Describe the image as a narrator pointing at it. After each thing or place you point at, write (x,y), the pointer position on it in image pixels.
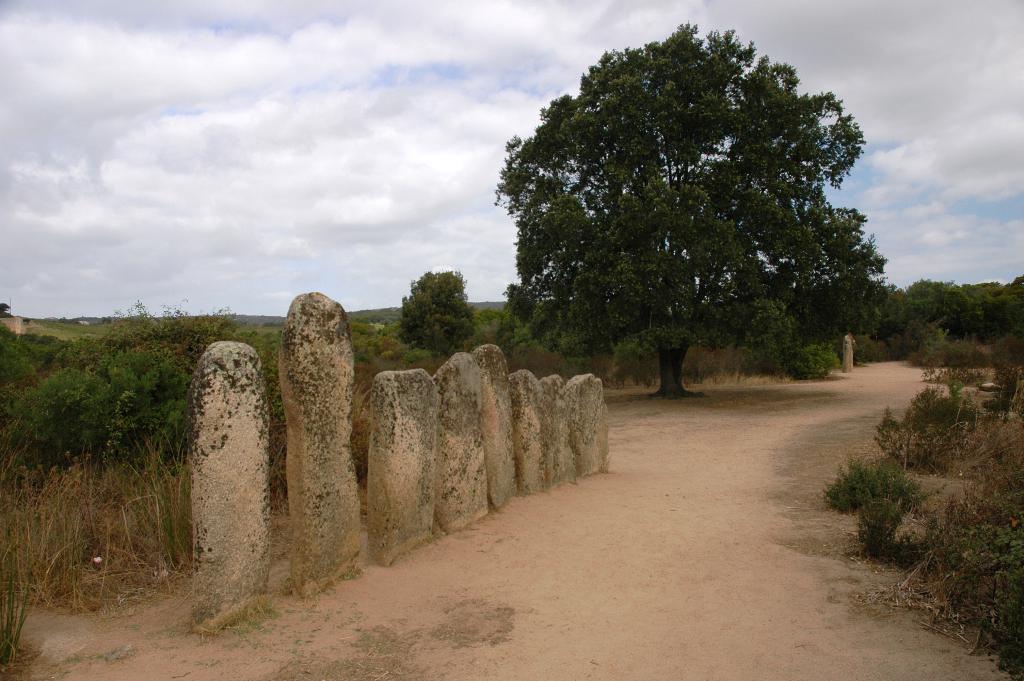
There are some stones (435,492) present on the road (579,525) as we can see at the bottom of this image (511,530), and there are some trees (597,351) in the background (675,378). There is a cloudy sky (363,203) at the top of this image (293,198).
